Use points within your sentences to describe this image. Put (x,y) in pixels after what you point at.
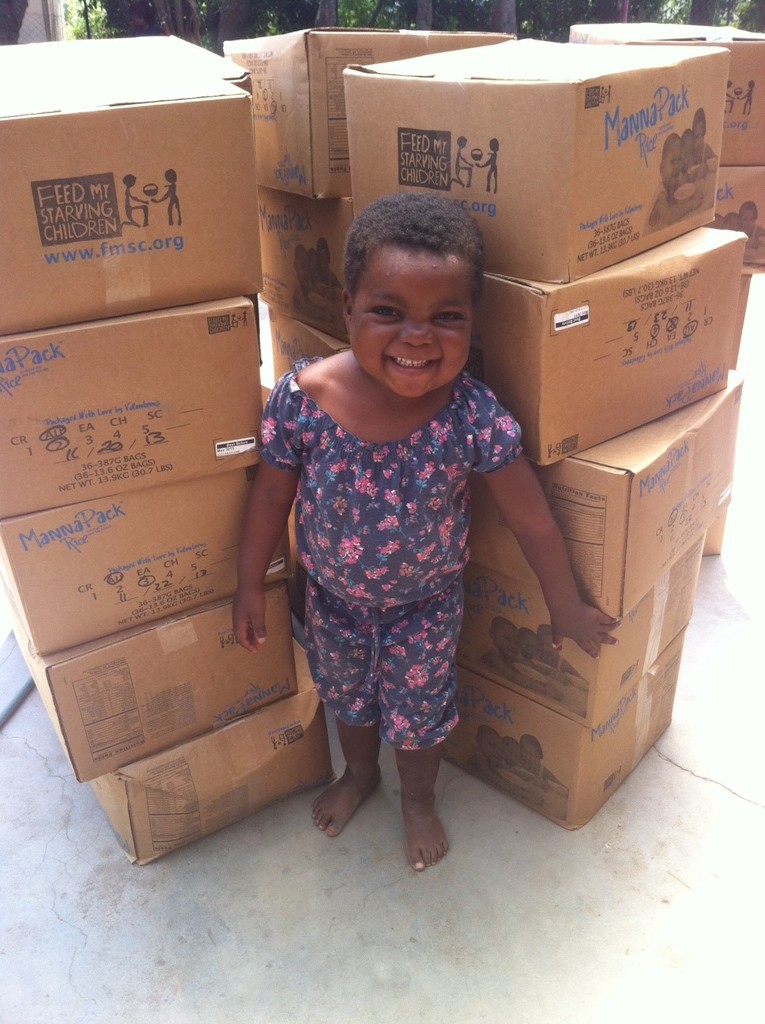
In this picture we can see a child (390,618) standing in front of the boxes (436,96).
